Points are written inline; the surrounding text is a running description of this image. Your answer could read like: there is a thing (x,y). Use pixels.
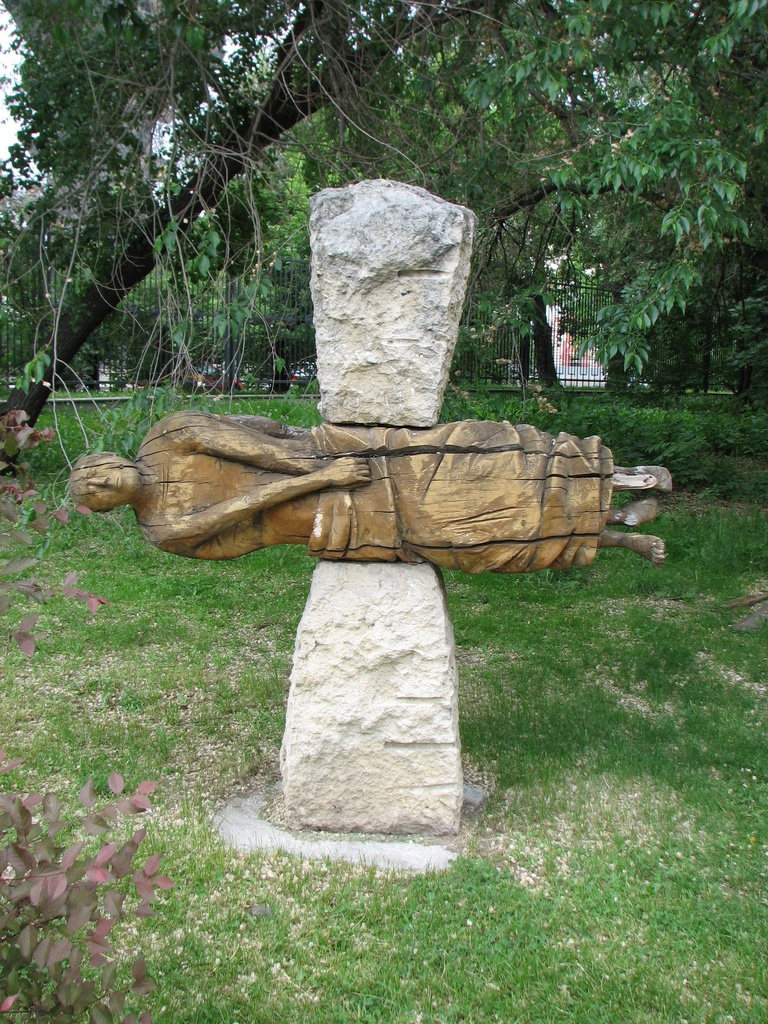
In this image we can see a statue (456,487) between two stones (359,614). On the ground (279,681) there is grass (551,867). In the back (592,133) there are trees (319,176). On the left side (34,523) there are plants (54,882).
